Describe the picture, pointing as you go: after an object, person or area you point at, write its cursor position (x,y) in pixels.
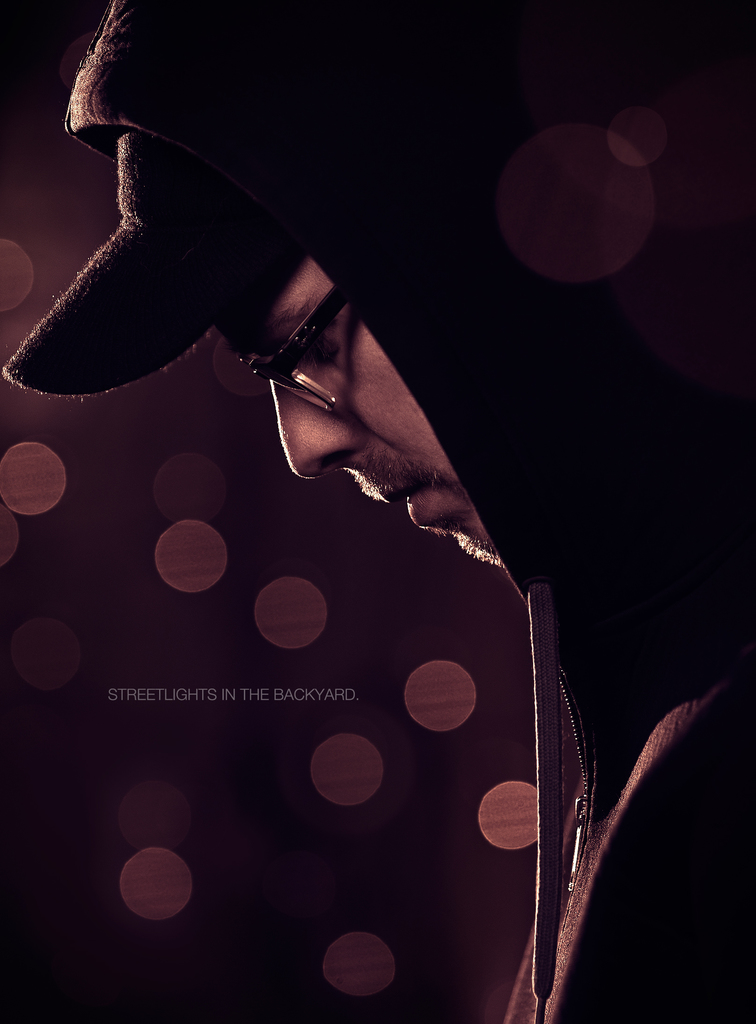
In this image I see a man (168,124) who is wearing a hoodie (468,69) and a cap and I see that he is wearing spectacle (300,336) and I see the watermark (275,693) over here.
